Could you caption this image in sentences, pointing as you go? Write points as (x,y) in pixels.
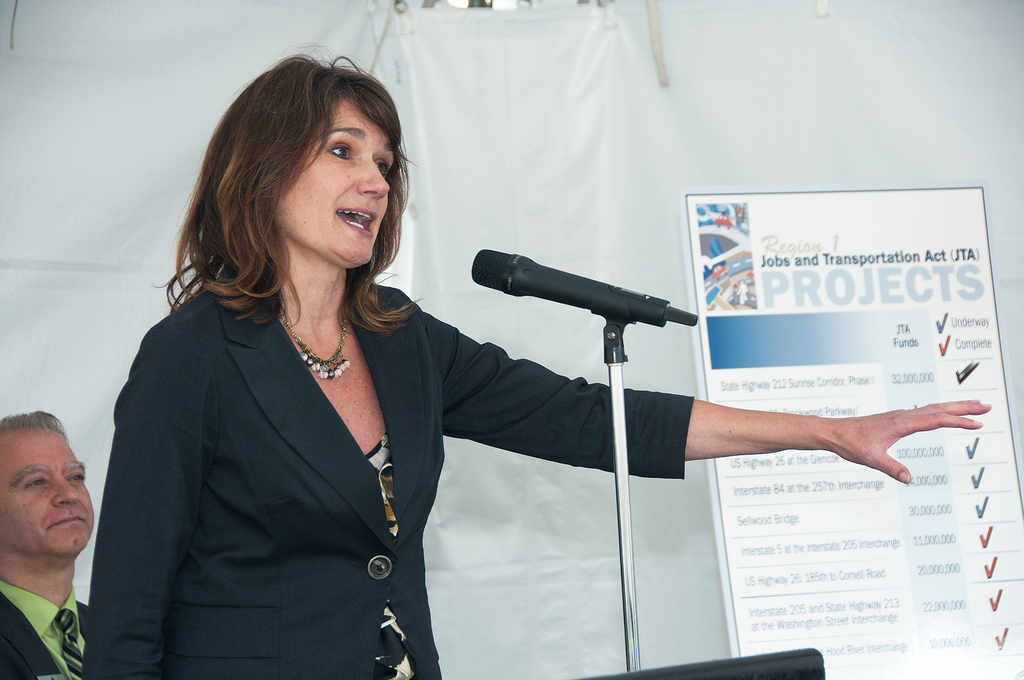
In this picture we can see a woman (178,591) wearing a blazer (322,398) and speaking on mic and in the background (22,673) we can see a man (22,572) smiling, banner (756,408).
